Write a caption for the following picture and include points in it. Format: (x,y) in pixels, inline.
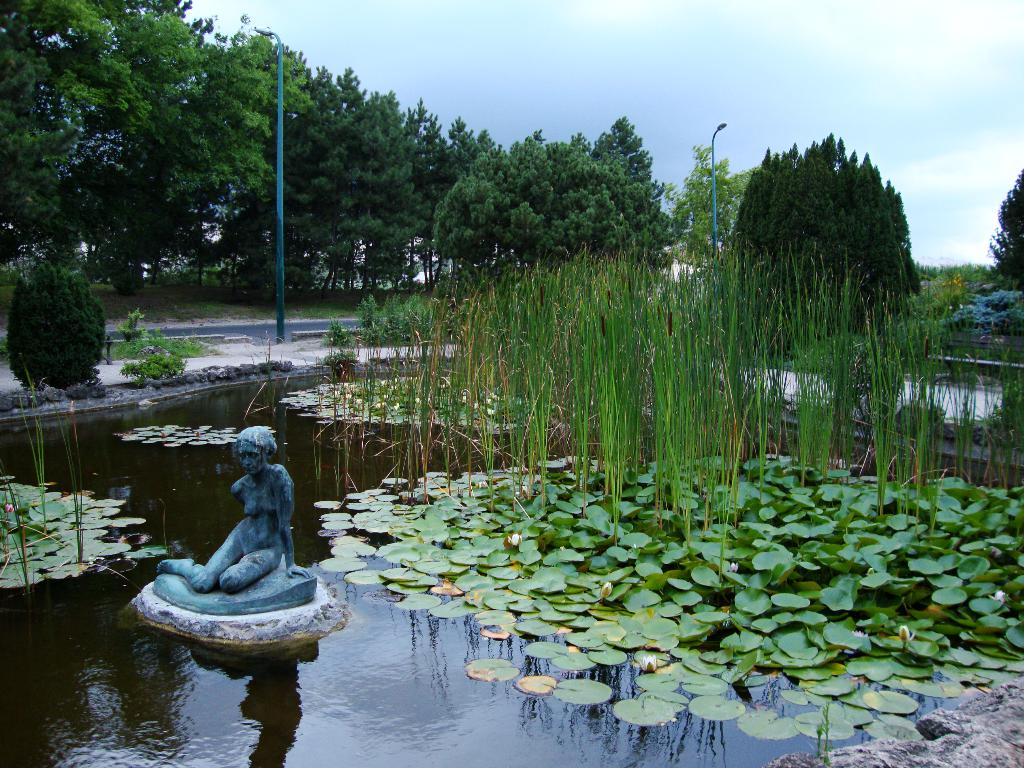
In this picture there is a statue (276,509) near to the water (306,656). On the water (304,659) we can see green leaves (511,578) and grass (520,438). Beside the road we can see the street lights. In the background (964,277) we can see many trees (877,288) and plants (956,276). At the top (748,43) we can see sky (748,43) and clouds (844,26).
